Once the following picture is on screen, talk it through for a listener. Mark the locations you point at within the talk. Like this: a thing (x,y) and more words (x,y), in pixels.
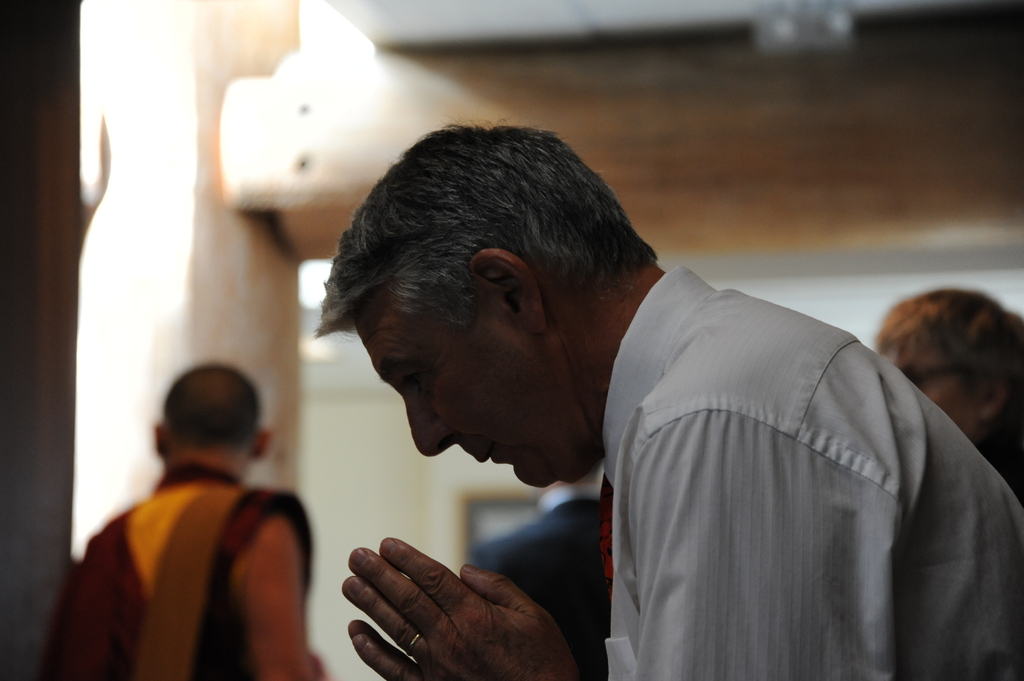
In this image, we can see a person (576,263) wearing clothes (759,403) on the blur background. There is an another person (273,551) in the bottom left of the image (195,596).
